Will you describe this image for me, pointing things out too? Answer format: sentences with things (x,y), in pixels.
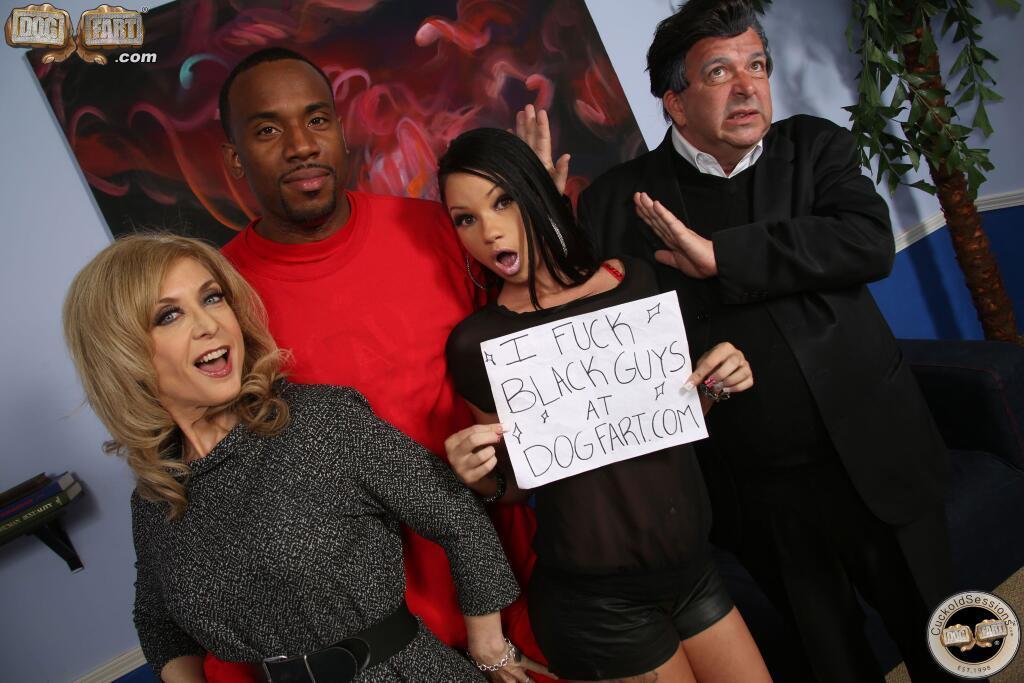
In this image I can see two women (351,455) wearing black colored dress (245,544) and a man (433,325) wearing red t shirt (409,285) and another man (777,261) wearing black color dress (813,322) are standing. In the background (46,187) I can see the wall (57,204), a tree (884,9) and a painting (487,30) attached to the wall (65,191).
